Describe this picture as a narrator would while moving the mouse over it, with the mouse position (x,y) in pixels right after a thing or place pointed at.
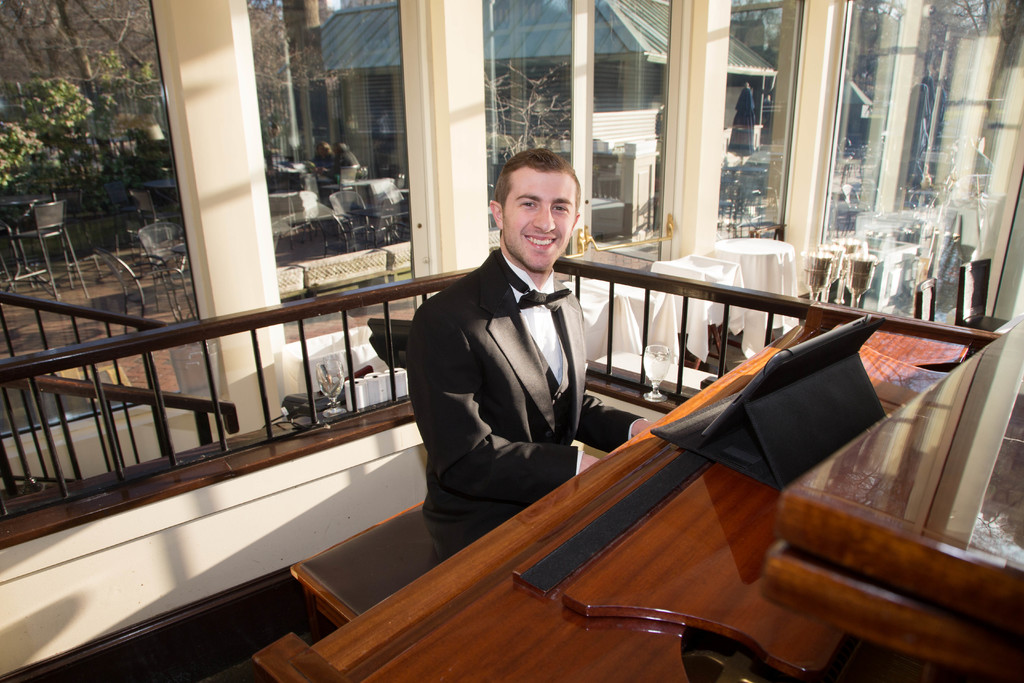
In this picture we can see a man (509,299), he is seated and he is smiling, beside to him we can find few metal rods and a glass (664,360), in the background (690,338) we can see tables (774,249), few houses (603,125), trees (259,87) and chairs (60,215).
